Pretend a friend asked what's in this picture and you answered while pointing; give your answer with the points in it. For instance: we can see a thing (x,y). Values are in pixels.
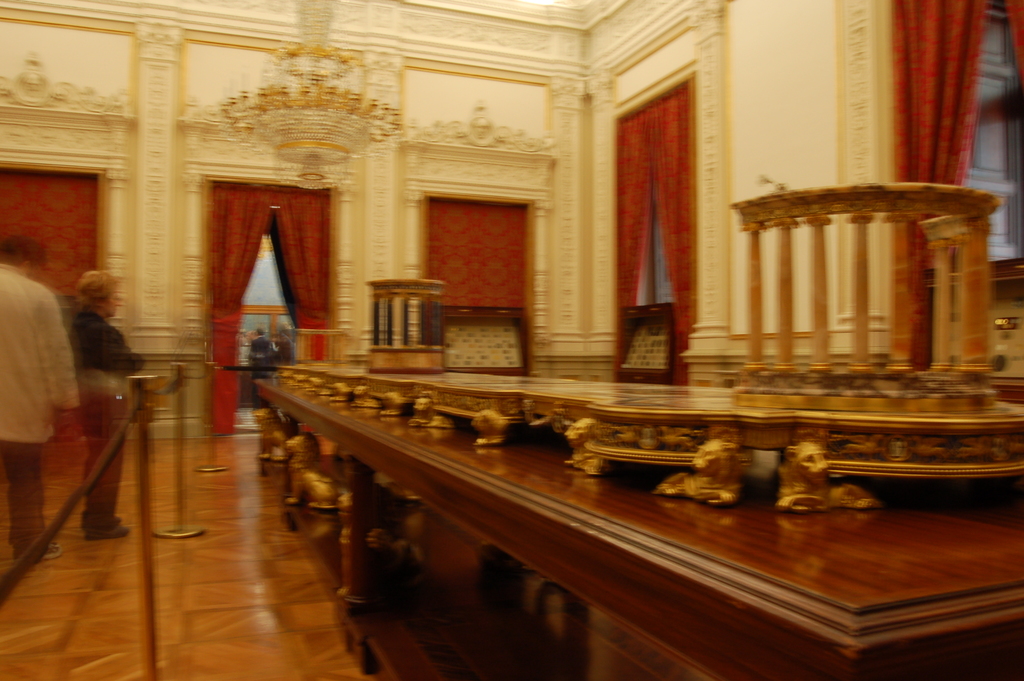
This is the picture of a place where we have a desk like thing (455,493) on which there is something and to the side there is a fencing (107,447), some people (44,430), curtains (227,353) and a lamp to the roof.
